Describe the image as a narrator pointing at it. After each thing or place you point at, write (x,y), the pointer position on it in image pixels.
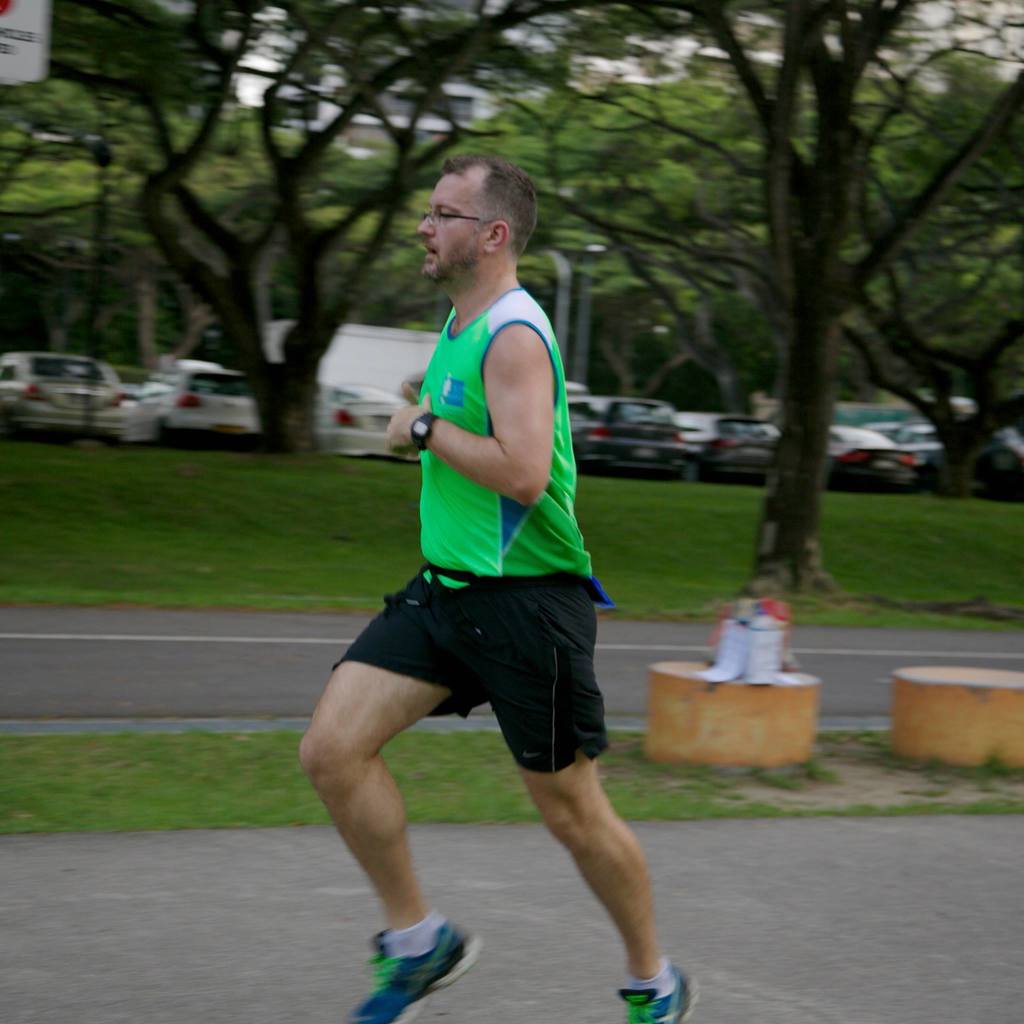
A man (450,590) is running towards left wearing a green t shirt (536,525) and black shorts (391,660). There is grass (148,530), there are trees (1,326) and vehicles (633,437) at the back (769,452).
